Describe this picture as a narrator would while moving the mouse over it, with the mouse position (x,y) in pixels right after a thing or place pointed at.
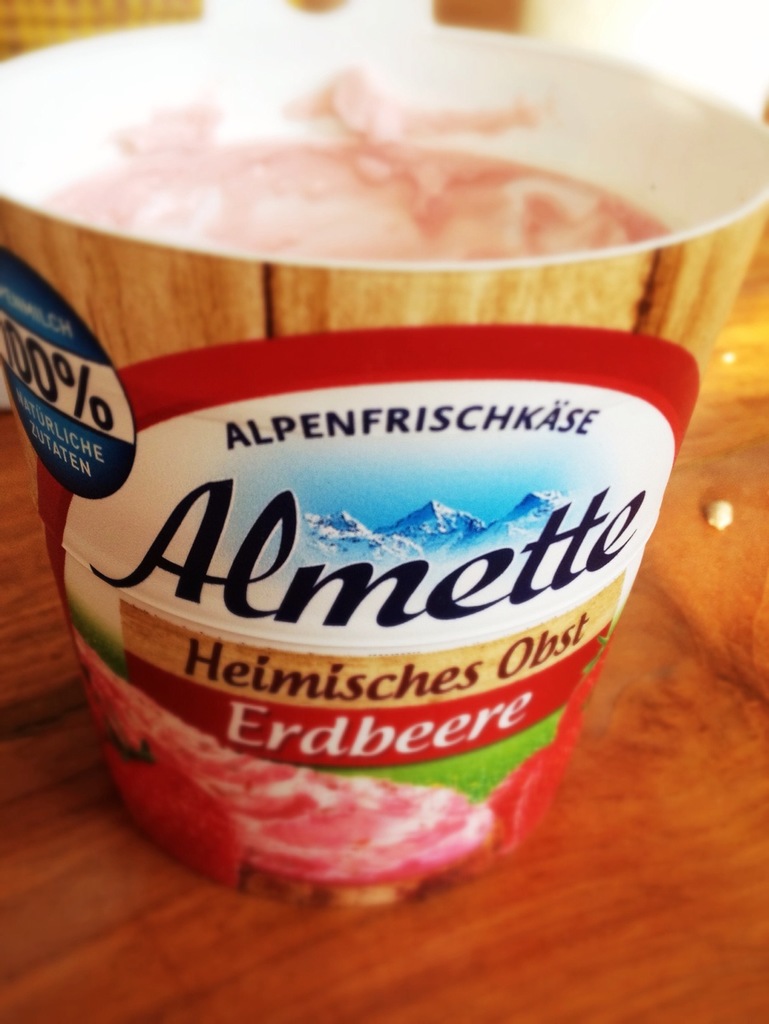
In the foreground of this image (433,368), there is a cup (369,746) on a wooden surface (651,814).
